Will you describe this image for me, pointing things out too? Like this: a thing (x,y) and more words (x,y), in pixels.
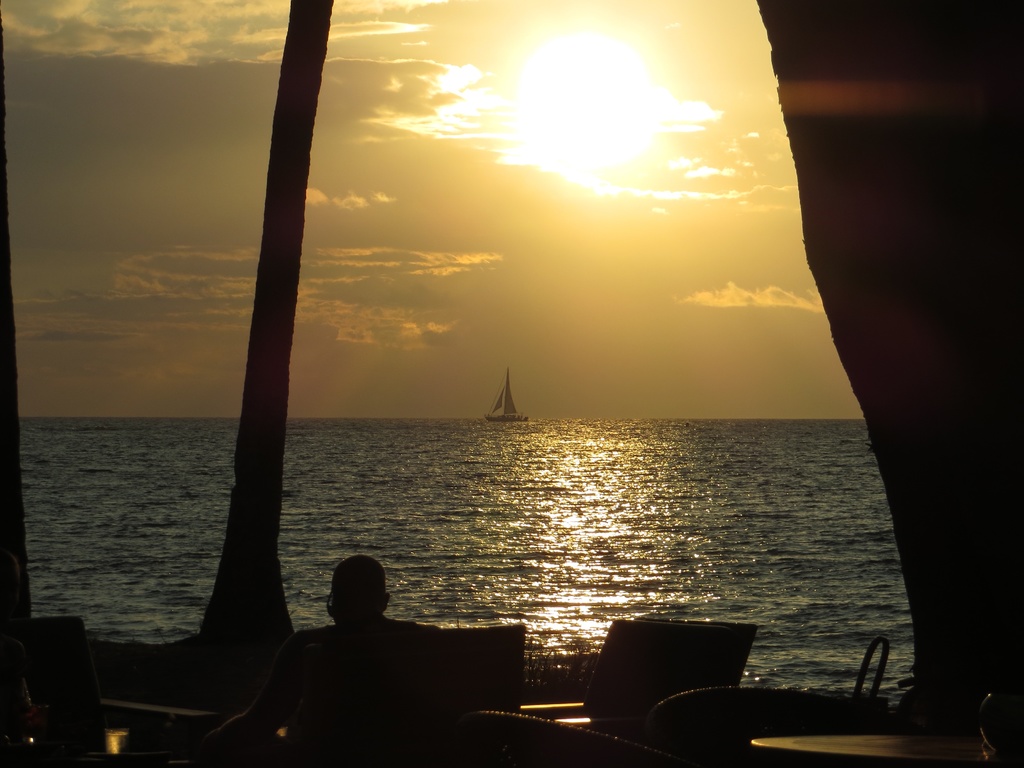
At the bottom of the image (63,653) there are chairs (599,683) and also there is a person (358,609) sitting on the chair (473,684). In front of the person (326,632) there is a tree trunk (242,534). And on the water (478,422) there is a boat (502,408). In the background (441,352) there is sky (534,50) with clouds (494,107) and sun (551,143).
